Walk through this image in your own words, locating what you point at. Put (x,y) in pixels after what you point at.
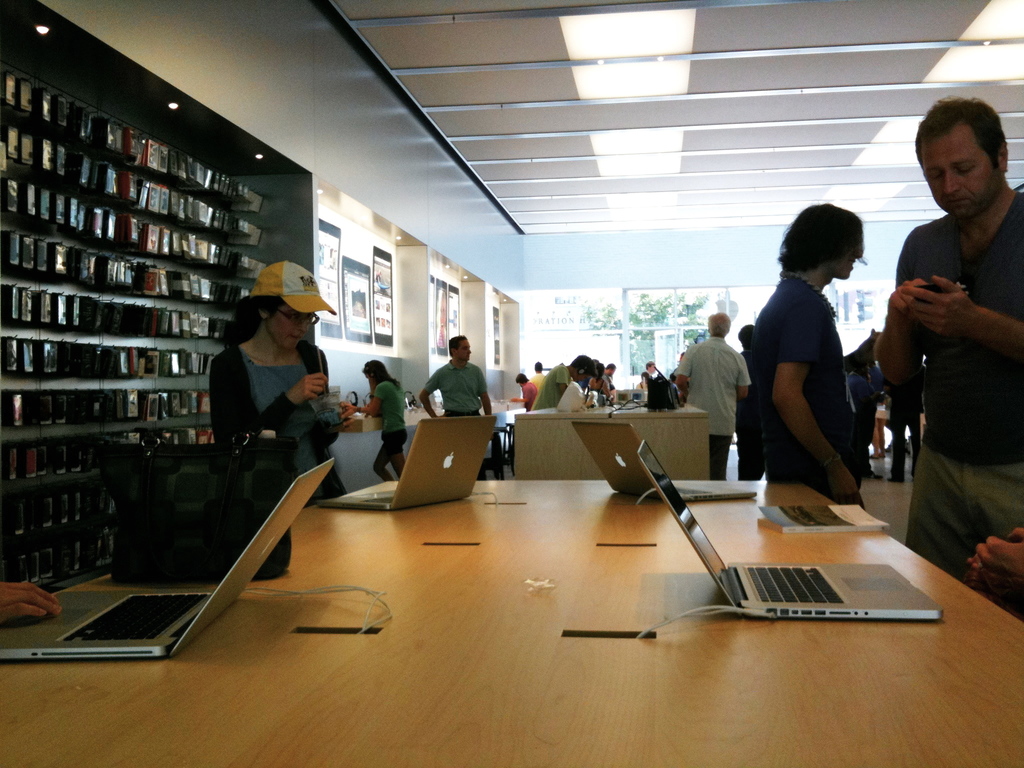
In this picture I can see a table (365,542) in front (381,530) on which there are 4 laptops (686,493), a bag (241,524) and a book (803,507) and I see people (305,401) around it. In the background (442,373) I see few tables (569,427) and people (741,404). On the left side of this image (150,240) I see the racks (140,257) on which there are few things (201,178) and I see the posters (451,310) on the wall (420,321). On the top of this image (638,86) I see the lights (638,86) on the ceiling (679,123).
